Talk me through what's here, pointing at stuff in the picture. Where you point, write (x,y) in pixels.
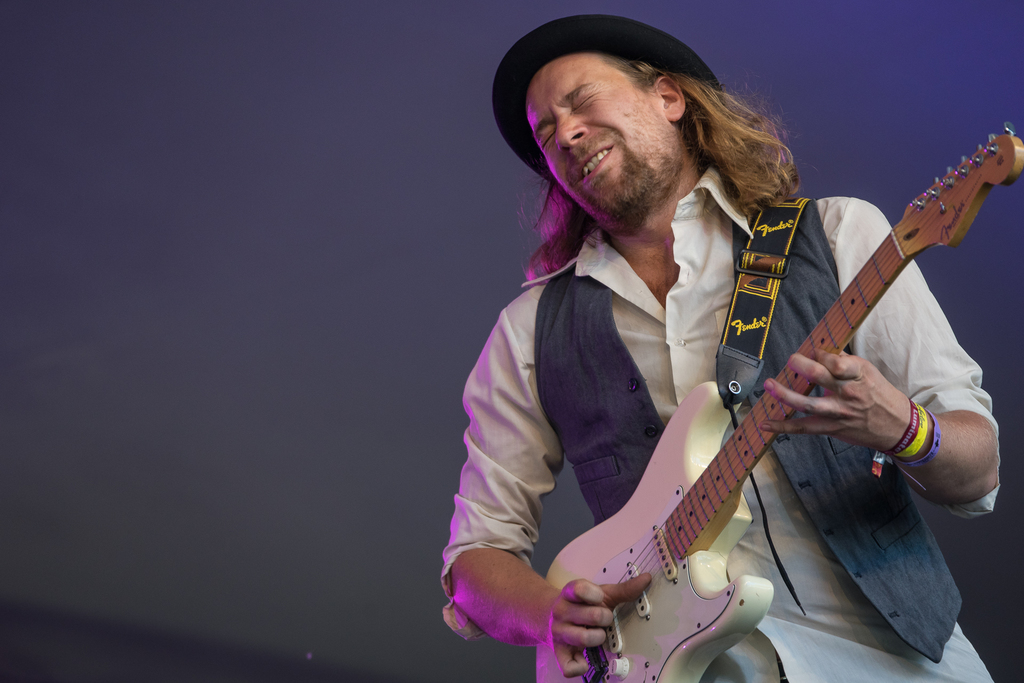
In this image we can see a person (800,566) holding a guitar (636,560) and playing it.
